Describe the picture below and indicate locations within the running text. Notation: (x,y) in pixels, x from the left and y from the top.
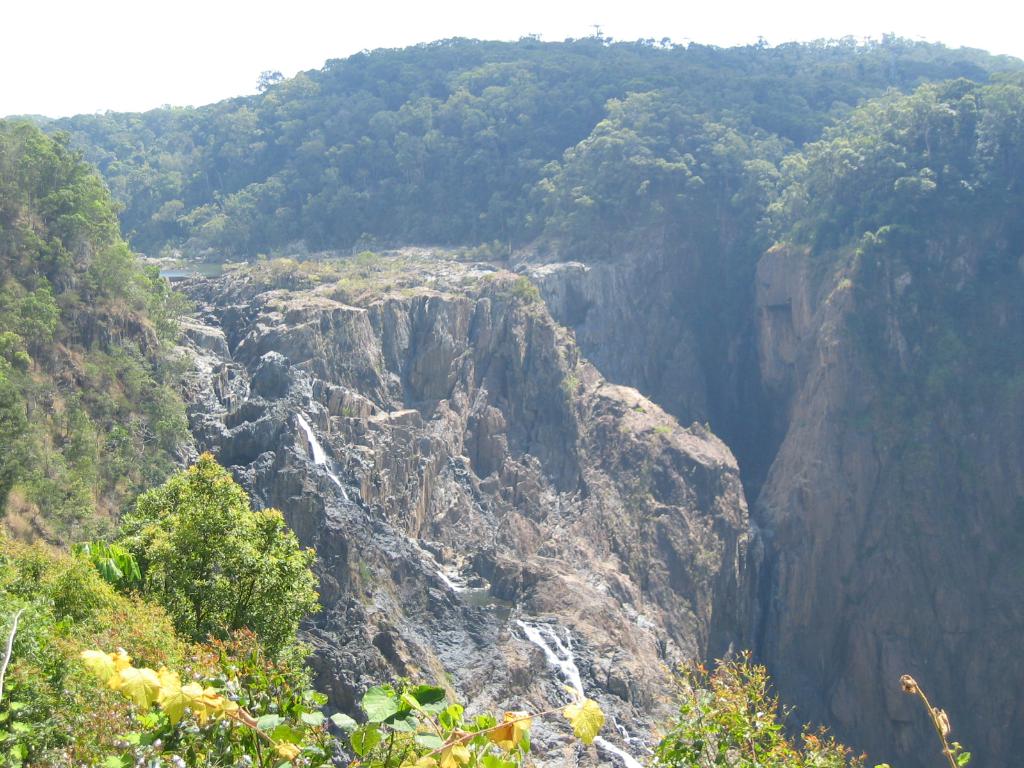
There are trees (247,590) on a mountain (537,729). In the background (319,460), there is a water fall (305,425) from the mountain (286,366), there are other mountains (751,260) and there are clouds (301,33) in the sky (385,7).
